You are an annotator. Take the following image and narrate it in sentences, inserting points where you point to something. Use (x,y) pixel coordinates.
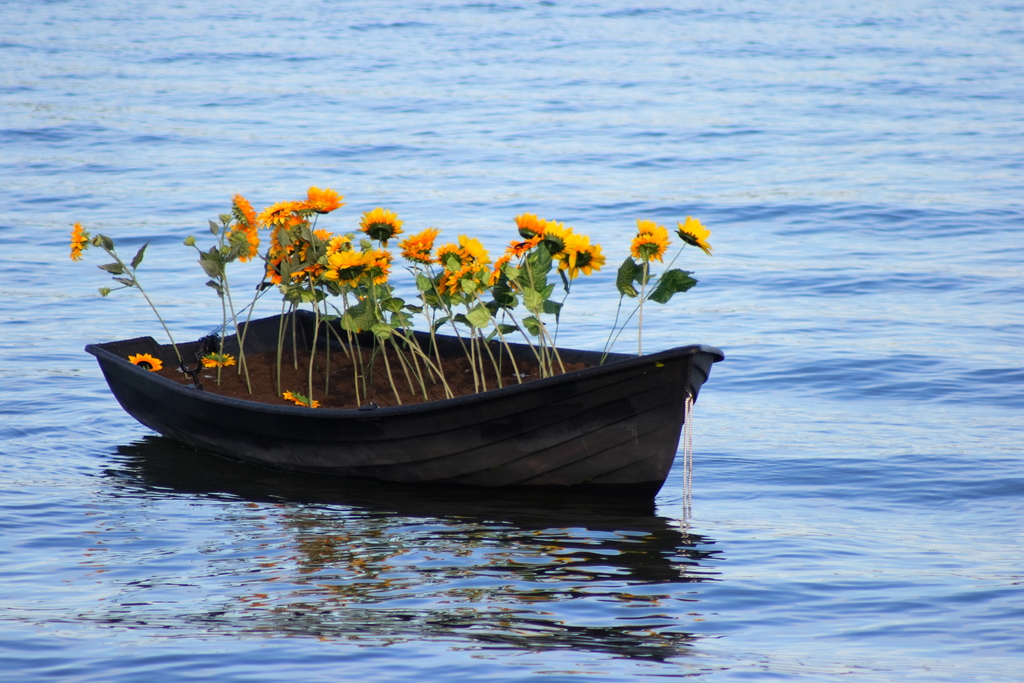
In this image there is a boat (579,409). In the boat (642,374) there are few plants (353,356) having flowers (338,256). The boat (547,448) is sailing on water (821,460).
